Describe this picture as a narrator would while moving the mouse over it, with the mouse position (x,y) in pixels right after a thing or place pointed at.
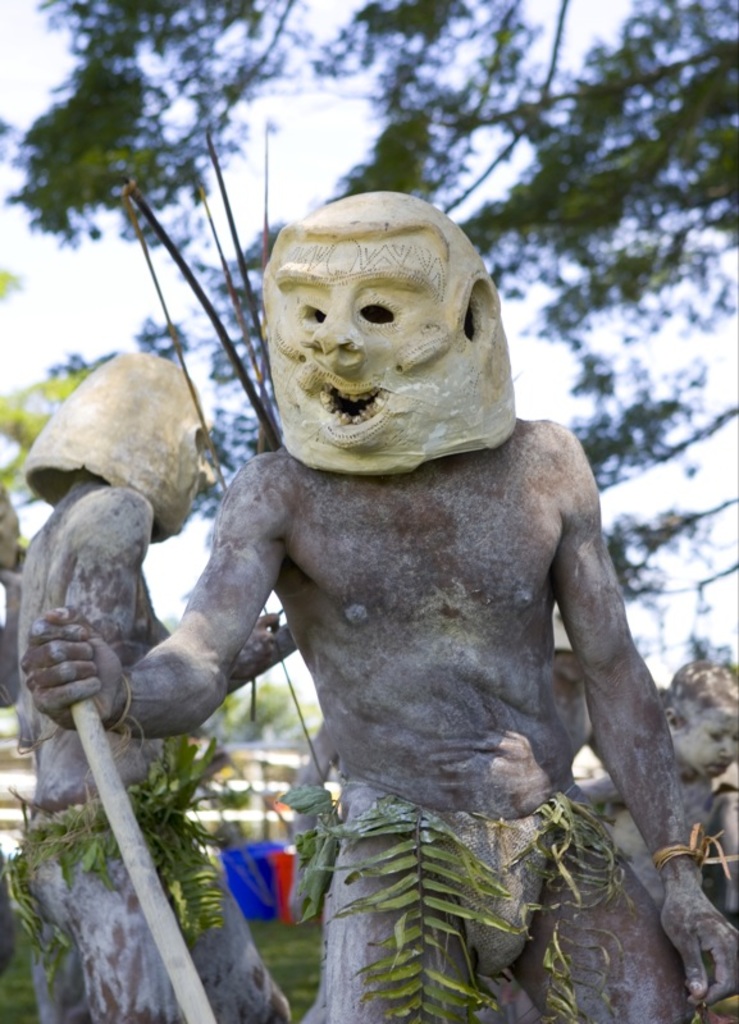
In this picture we can see a stick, leaves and people (414,778). In the background (230,870) we can see the grass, some objects (219,816), trees (260,702) and the sky (54,321).
